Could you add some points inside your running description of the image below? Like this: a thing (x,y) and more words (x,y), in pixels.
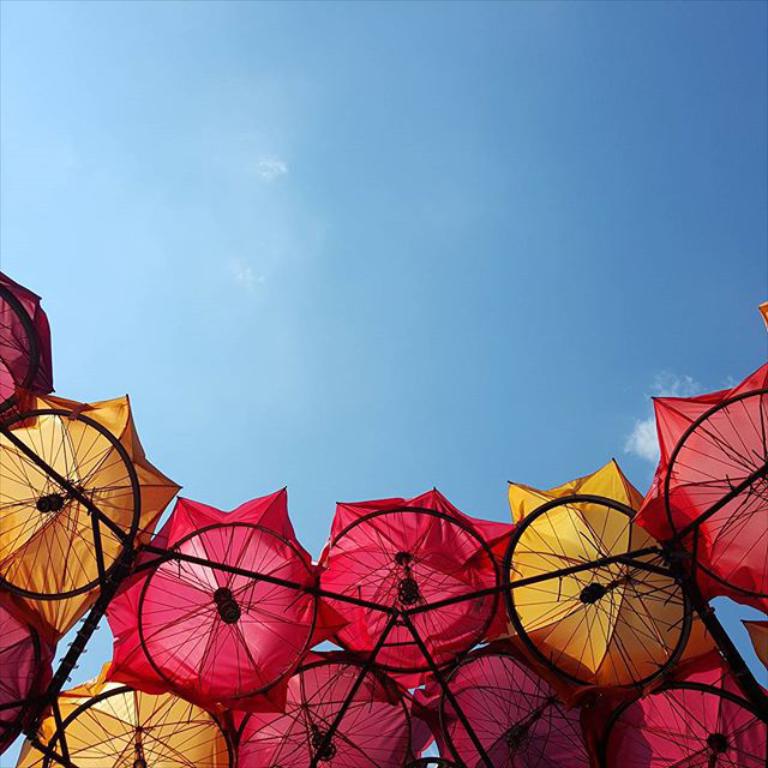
In this image, we can see some umbrellas (76,615). We can see some rods (724,638). We can see the sky (436,240).
